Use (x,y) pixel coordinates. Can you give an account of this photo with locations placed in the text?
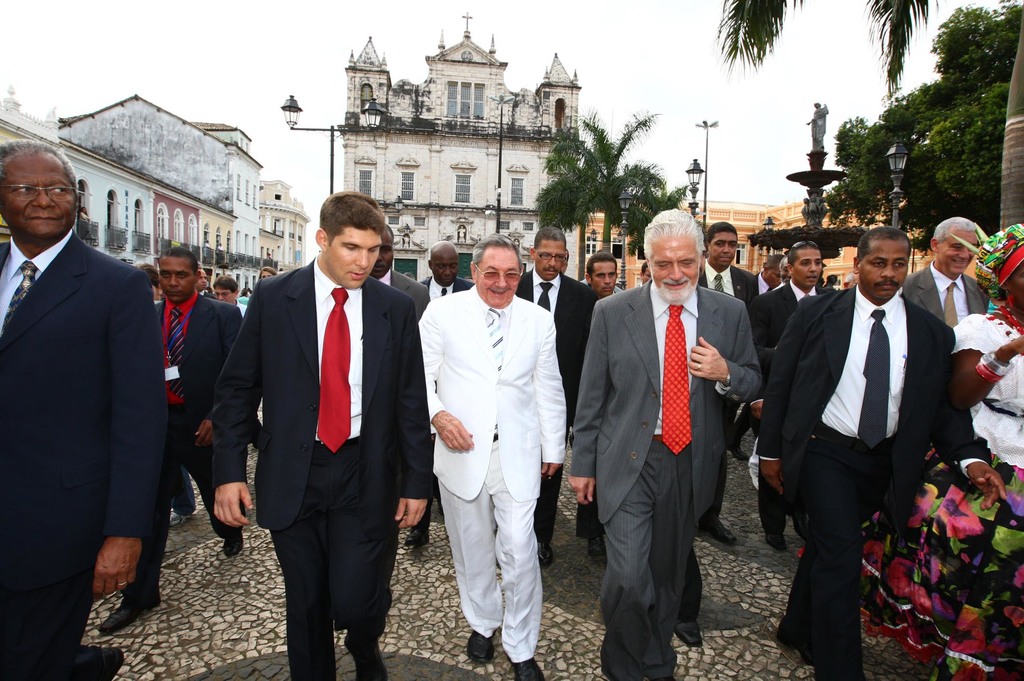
In this image we can see some people (421,487) walking. On the backside (473,83) we can see some buildings (381,162) with windows (370,173). We can also see street lamps (894,163), pole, trees (875,138), bark (1011,222) of a tree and the sky (665,55) which looks cloudy.
